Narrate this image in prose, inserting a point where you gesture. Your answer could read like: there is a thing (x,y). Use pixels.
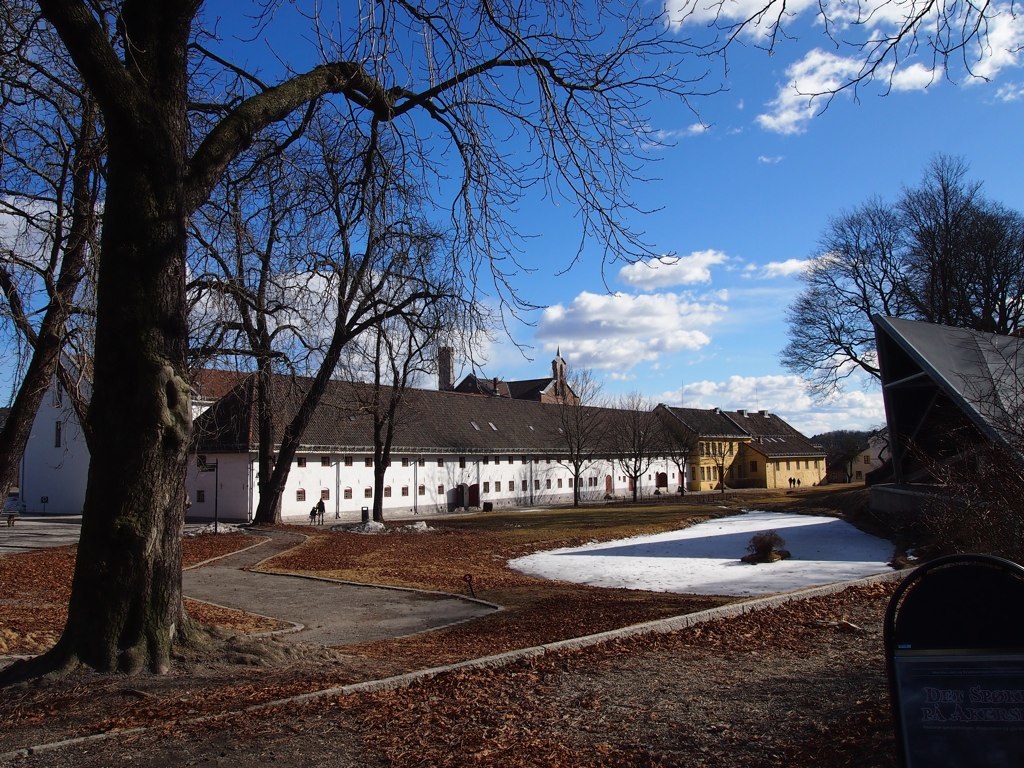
In this image we can see few houses (600,433). There are many trees (177,627) in the image. There are many dry leaves (451,550) on the ground (425,542). We can see the clouds (660,319) in the sky (665,307). There is an object (990,671) at the bottom right most of the image (976,677). There are few people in the image.
